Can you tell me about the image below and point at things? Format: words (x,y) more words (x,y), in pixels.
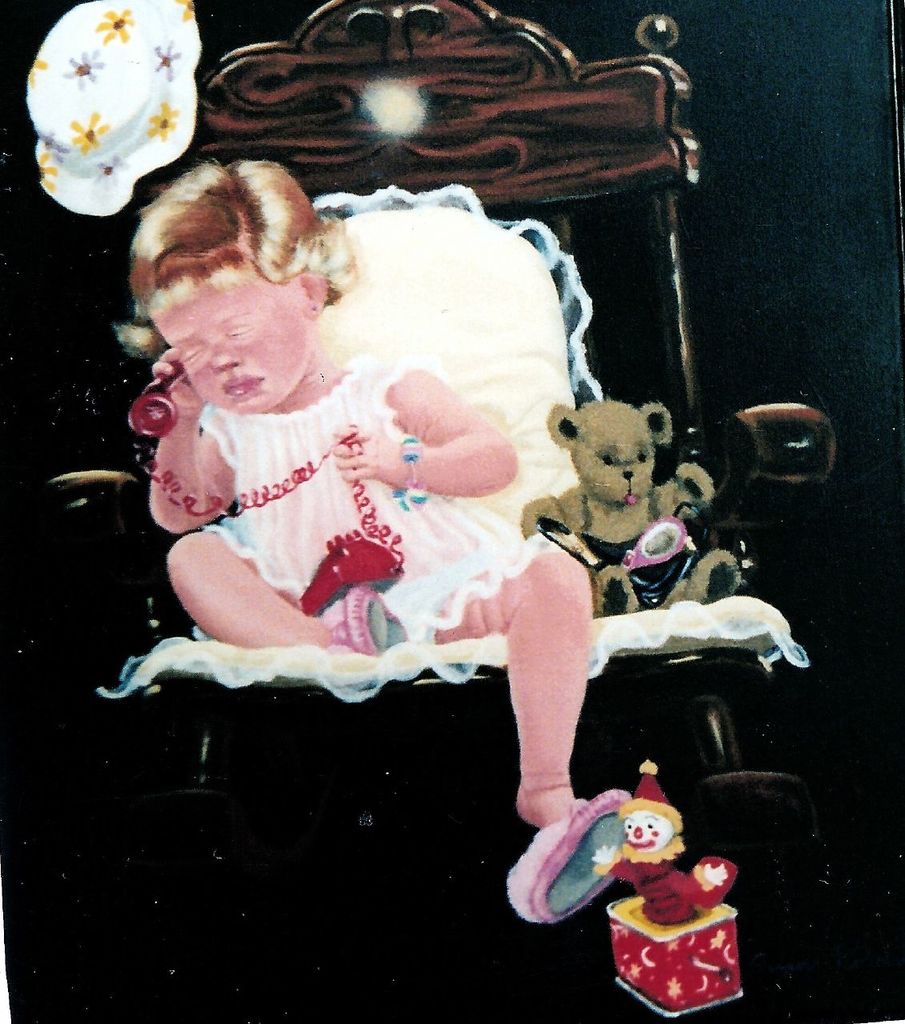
In this image there is a painting (400,677), in the painting (170,470) there is a girl (194,356) sitting in a chair (148,542) speaking in a telephone (366,502), beside the girl (388,498) there is a doll (604,579), at the top (151,121) there is a hat (81,157), at the bottom (735,953) there is another doll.
